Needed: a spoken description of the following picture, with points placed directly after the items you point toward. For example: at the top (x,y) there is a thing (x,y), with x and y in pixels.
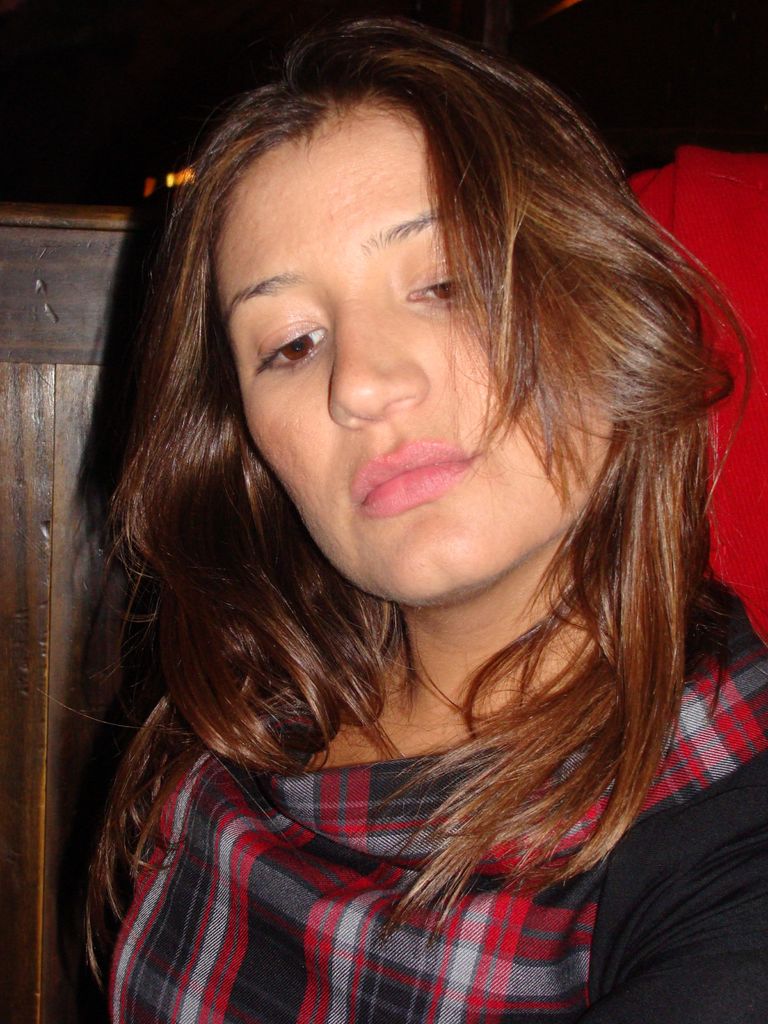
In the picture I can see a woman (399,859) wearing a black color dress (714,822) is here. In the background (47,747), I can see some wooden objects (41,763) and a red color object (713,329) on the right side of the image (748,231).
